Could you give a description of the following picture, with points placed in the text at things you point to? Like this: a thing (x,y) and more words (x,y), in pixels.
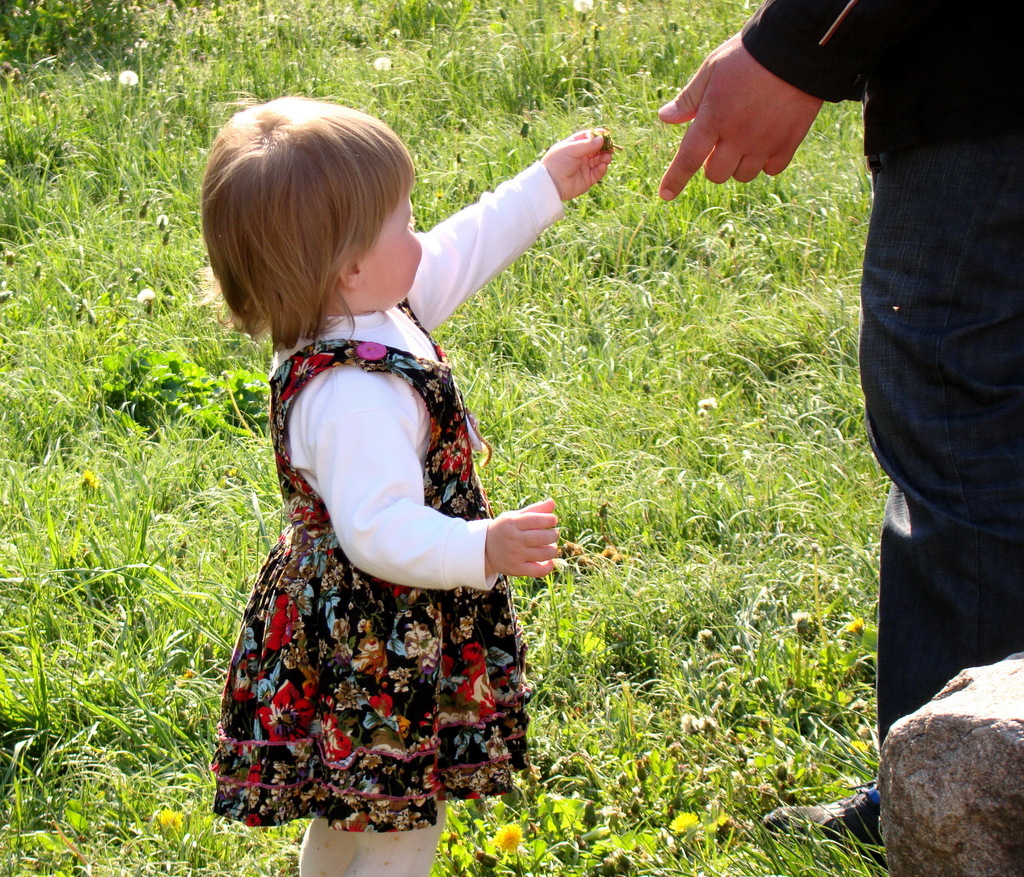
There is a small girl (400,257) holding something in the hand (576,175). On the right side (968,27) there is a person (926,344) standing. Also there is a stone (962,771). On the ground (725,598) there are plants (660,484).
